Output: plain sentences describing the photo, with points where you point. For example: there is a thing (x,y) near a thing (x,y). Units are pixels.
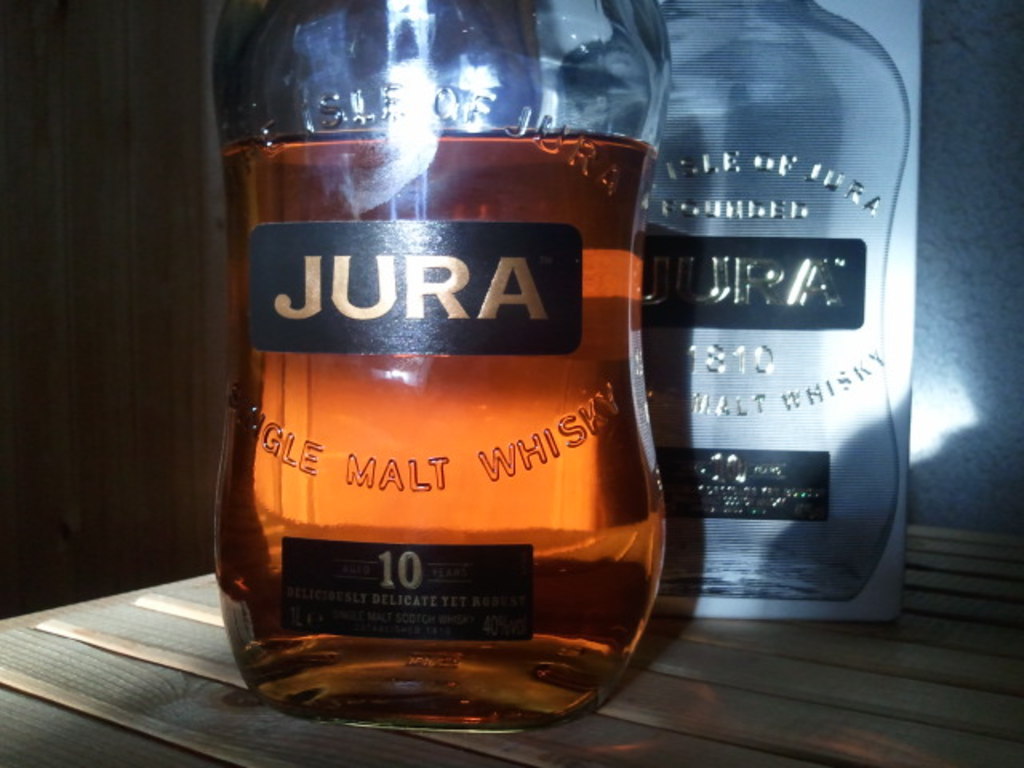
It's a whiskey bottle (633,259) with the label (388,349) on it.
